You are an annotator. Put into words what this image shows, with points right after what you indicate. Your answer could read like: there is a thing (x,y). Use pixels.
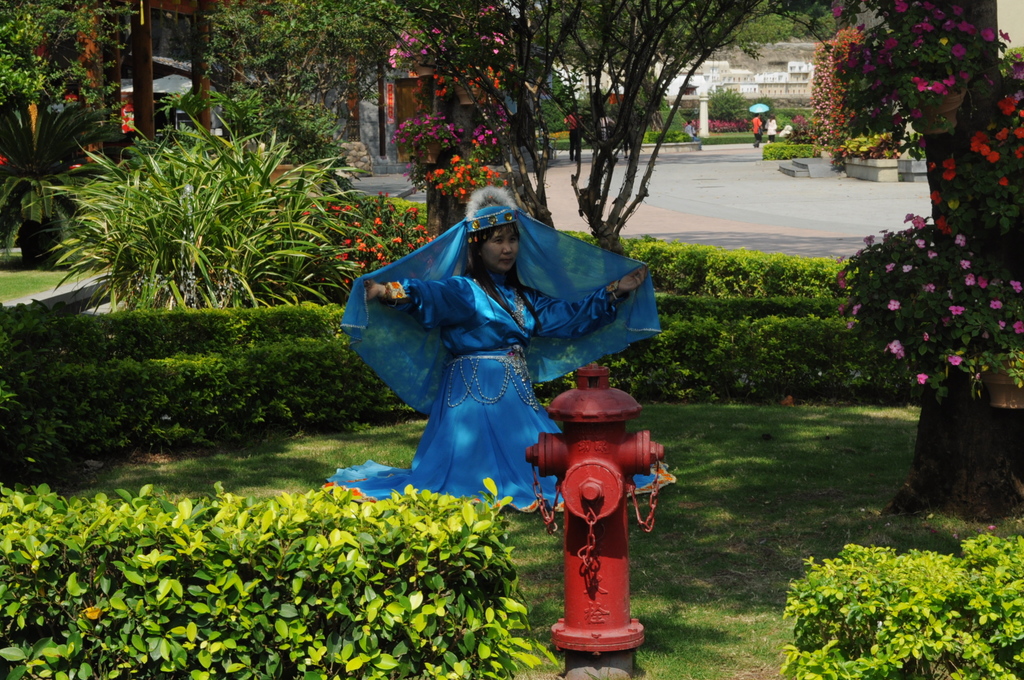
At the bottom (355,594), we see the shrubs (355,594), grass (684,558) and a fire hydrant (625,545). In the middle (436,435), we see a woman (545,346) in the blue dress (520,360) is posing for the photo. On the right side (919,300), we see the plants (980,225) and the flower pots (853,84) which have flowers (978,140). These flowers (834,101) are in pink, orange and red color. Behind her, we see the trees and the plants (590,241). On the left side (257,186), we see the plants (289,228) and the flowers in orange, red and pink color. There are trees (650,91) and the buildings (757,83) in the background (741,107). We see two people (761,122) are walking on the road (805,194).
